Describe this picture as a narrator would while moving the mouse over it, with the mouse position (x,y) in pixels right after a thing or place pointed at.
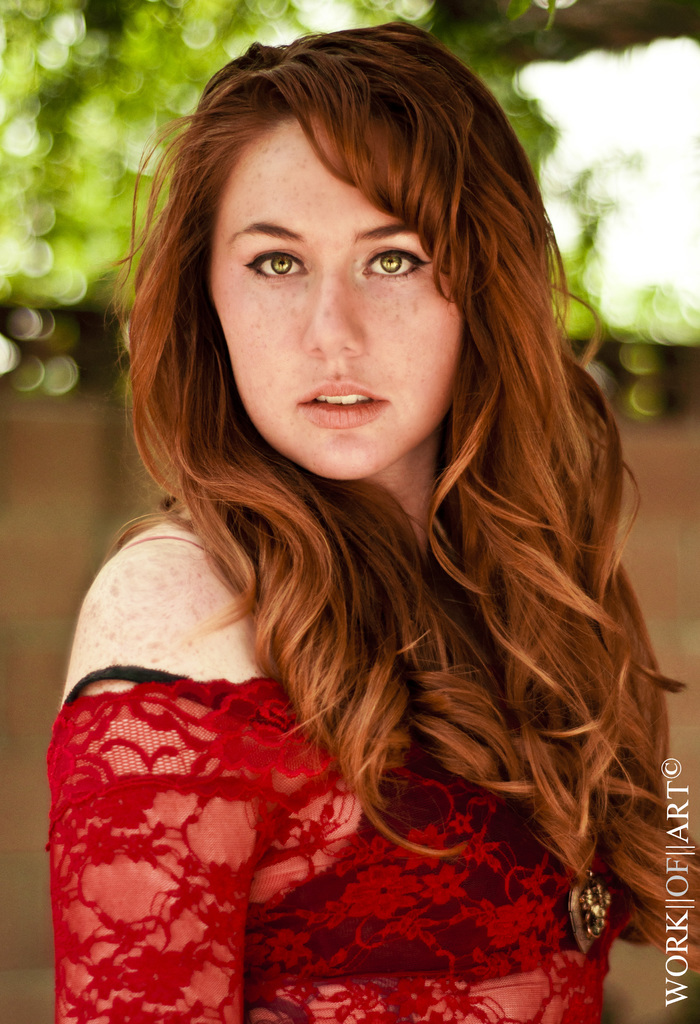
In this picture we can observe a woman (187,644). She is wearing red color dress (303,902). We can observe watermark (675,900) on the right side (676,842). In the background (80,346) we can observe a wall (62,448) and some trees (149,90).
